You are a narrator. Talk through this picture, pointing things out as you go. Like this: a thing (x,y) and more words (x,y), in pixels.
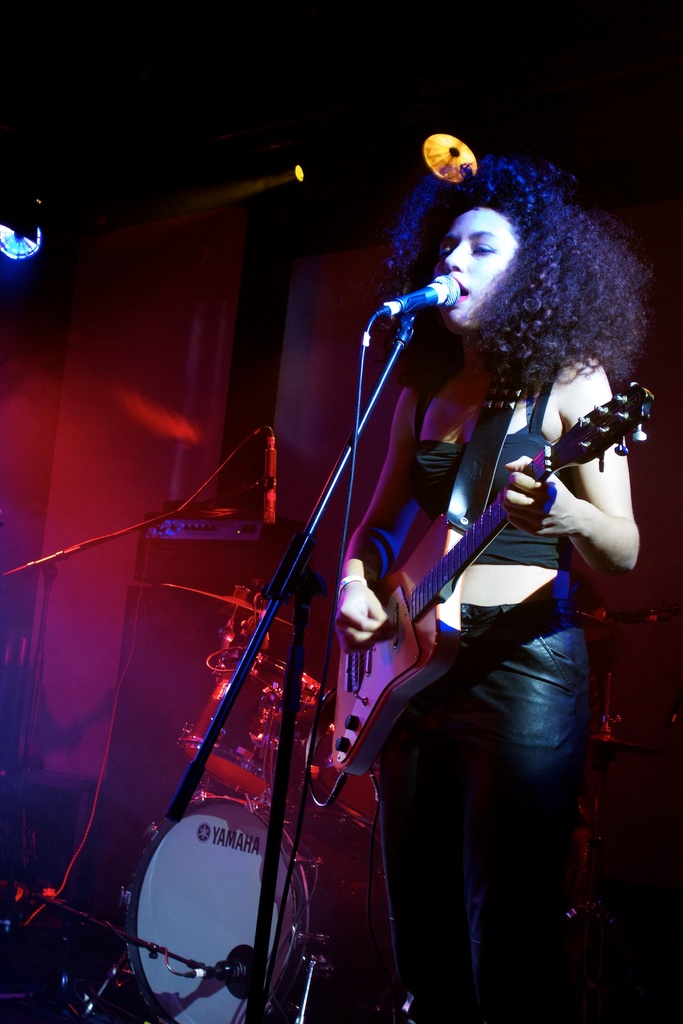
In this picture there is a person (479,678) standing and holding guitar (433,541). There is microphone (416,309) with stand (306,561). There is a drum (224,872). In this background (442,156) we can see lights (436,162).
